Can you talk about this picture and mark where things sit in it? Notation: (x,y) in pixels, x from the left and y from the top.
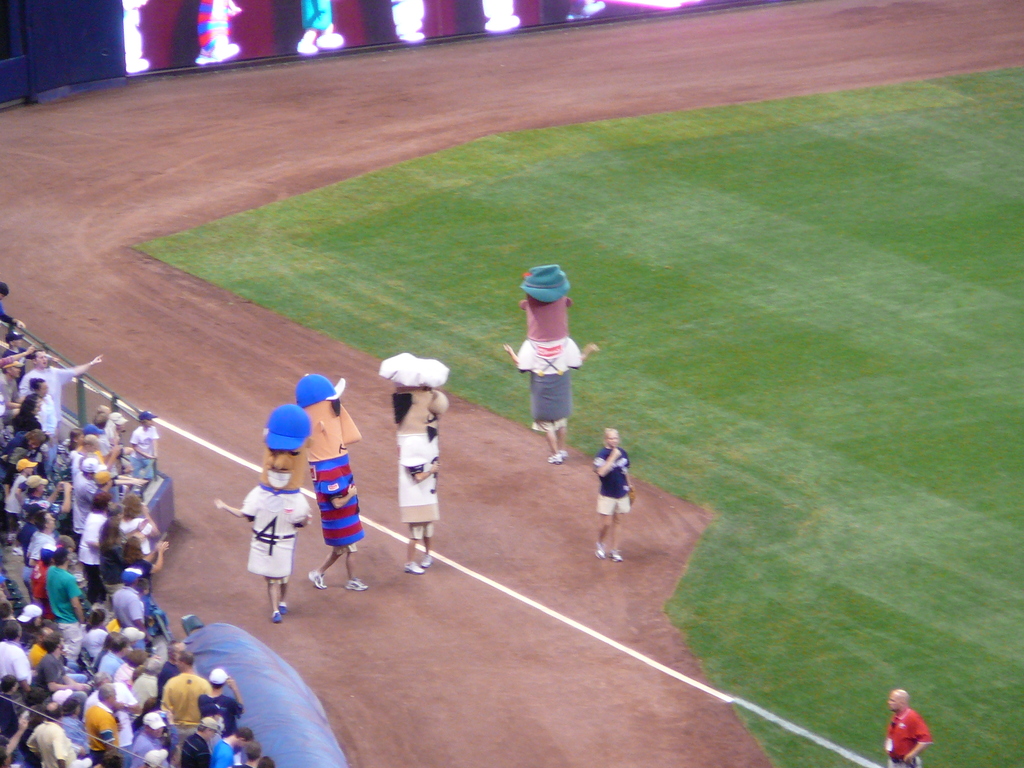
In the picture we can see a playground (432,551) and on it we can see some people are standing and they are in different costumes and behind them we can see the people (45,366) are standing and watching them.
